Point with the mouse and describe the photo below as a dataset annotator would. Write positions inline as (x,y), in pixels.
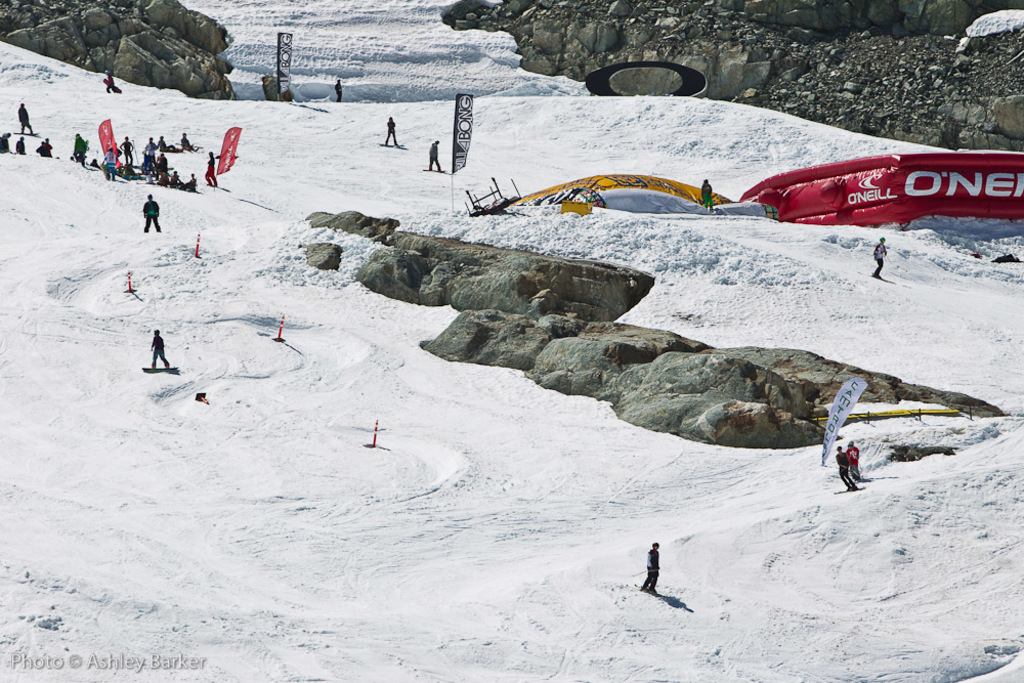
In this picture we can see boards (537,196), tables (514,200), flags (288,42) and some persons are standing on snow board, divider cones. In the background of the image (912,253) we can see the snow (448,421) and rocks (538,279). In the bottom left corner (74,661) we can see some text (74,661).
